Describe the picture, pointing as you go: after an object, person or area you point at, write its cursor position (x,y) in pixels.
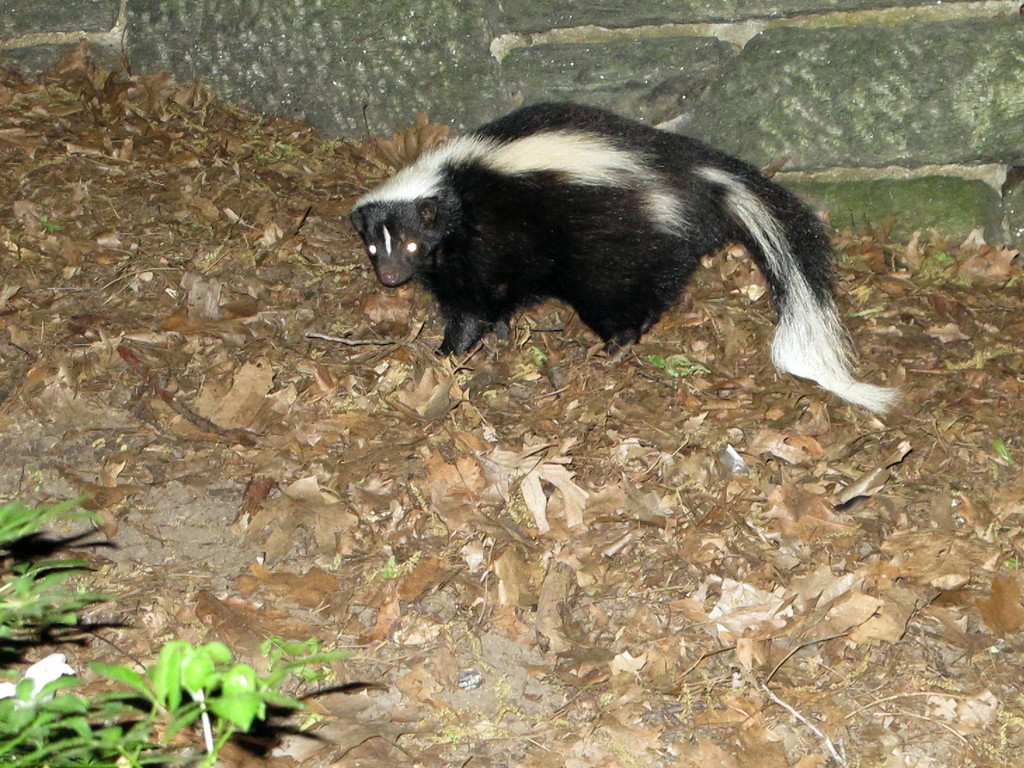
There is a black and white color animal (517,282) standing on the ground (414,357), on which, there are dry leaves (353,379) and plants (62,707) and near a wall (500,40).
